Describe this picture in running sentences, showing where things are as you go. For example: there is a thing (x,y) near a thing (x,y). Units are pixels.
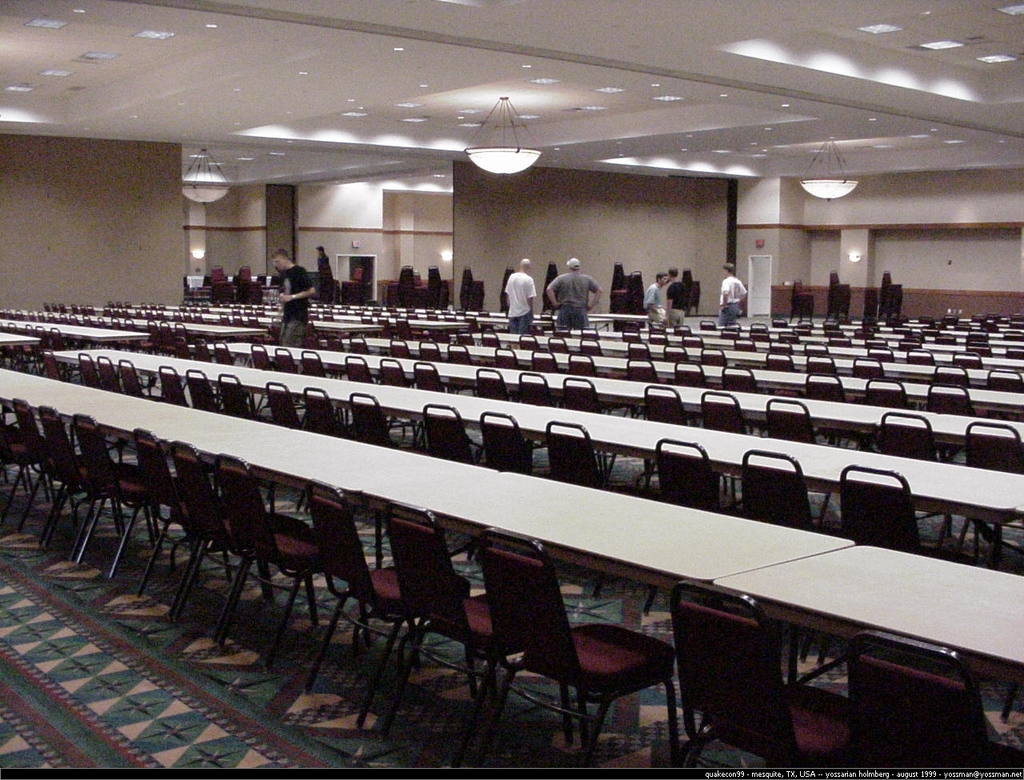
In the image we can see some chairs (271,326) and tables (2,379) and few people (285,327) are standing. Behind them there is a wall (92,176). At the top of the image (339,181) there is ceiling (383,166) and lights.
